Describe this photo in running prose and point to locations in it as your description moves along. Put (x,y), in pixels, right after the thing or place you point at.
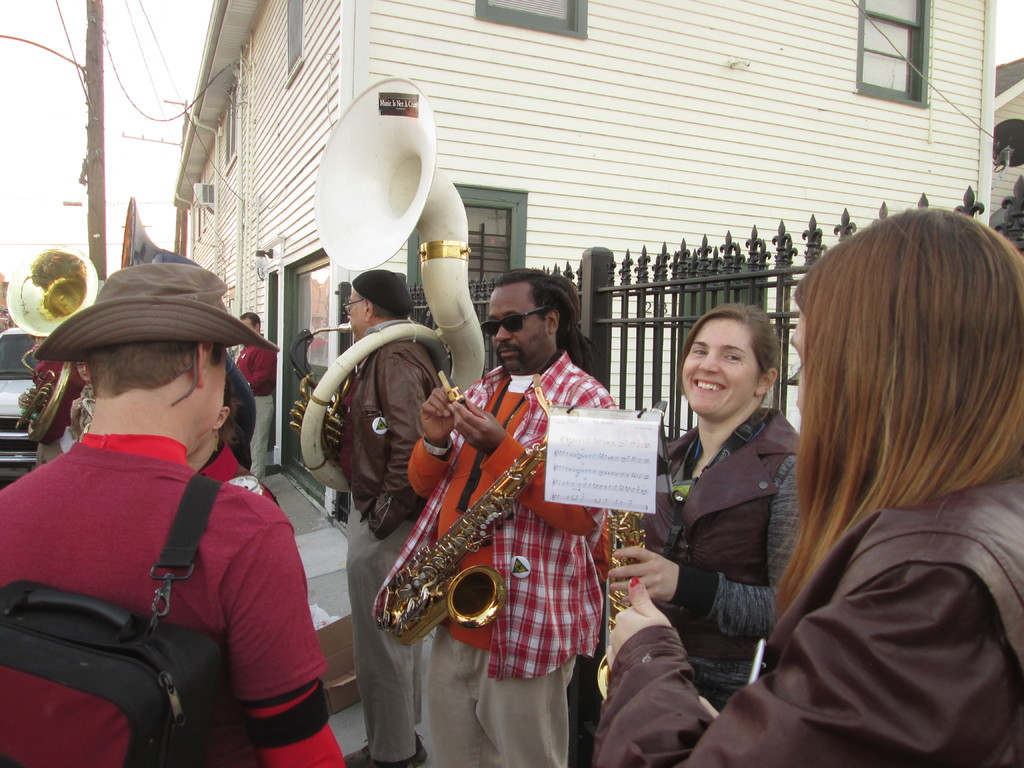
This picture is taken from the outside of the building (276,424). In this image, we can see a group of people (669,501). In the background (371,319), we can see a person (386,413) standing and the person (382,367) is also having a musical instrument (427,344). In the background (230,360), we can see a group of people (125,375), musical instrument (60,303), car (2,376), pole (92,201), electric pole (99,222), electric wires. On the right side (784,166), we can see a building (829,171), glass window (905,90), metal grill (586,309). At the top (32,154), we can see a sky (59,176), at the bottom (306,521), we can see a road (298,519).
